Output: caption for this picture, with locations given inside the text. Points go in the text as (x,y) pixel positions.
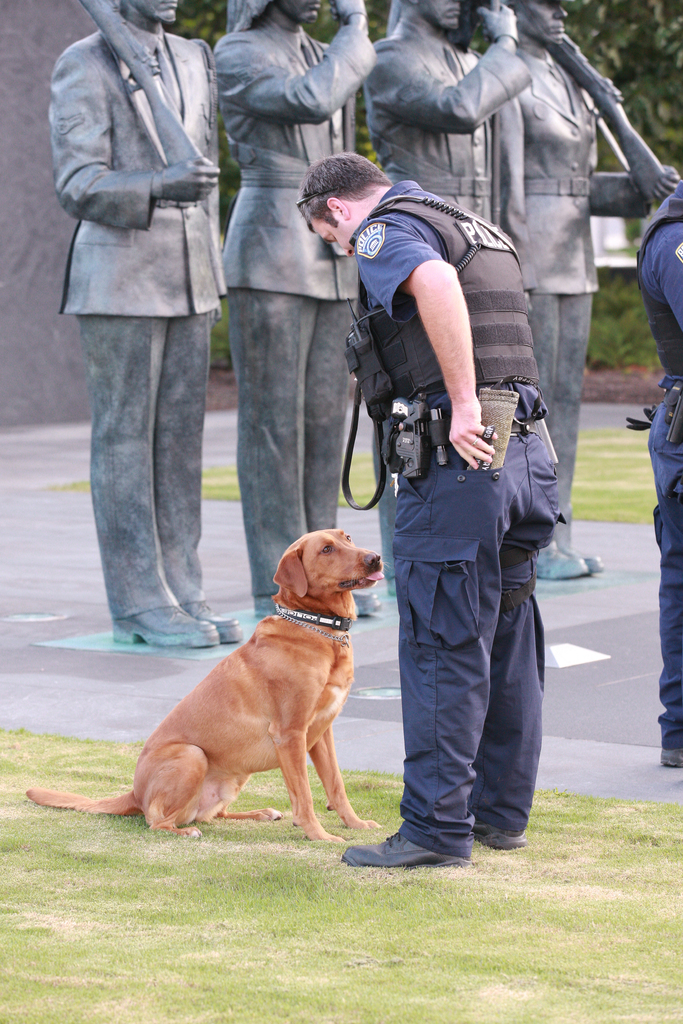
This is the picture on the road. There is a person (468,488) standing in the image and there is a dog (259,693) sitting in front the person (437,655). At the back (458,118) there are four statues (380,91) and trees (618,54). At the bottom (124,909) there is a grass (347,930).
